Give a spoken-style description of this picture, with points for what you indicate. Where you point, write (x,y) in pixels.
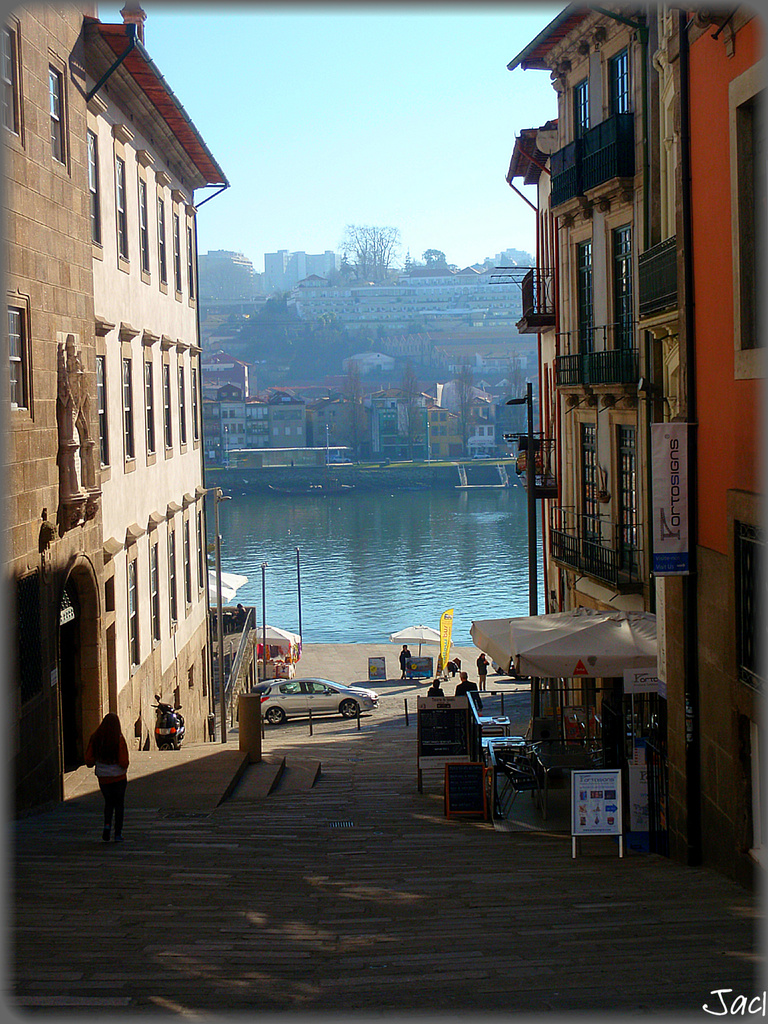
In this image I can see few people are standing in-front of the building (88,524). I can see the white color tent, boards (485,796) and the vehicles (160,743) can be seen in-front of the building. In the back (295,610) I can see the water (361,591) and there are many buildings (287,454) to the side of the water (316,531). I can also see trees (309,326) in the back (262,322). There is a blue color sky (319,150) can be seen.
